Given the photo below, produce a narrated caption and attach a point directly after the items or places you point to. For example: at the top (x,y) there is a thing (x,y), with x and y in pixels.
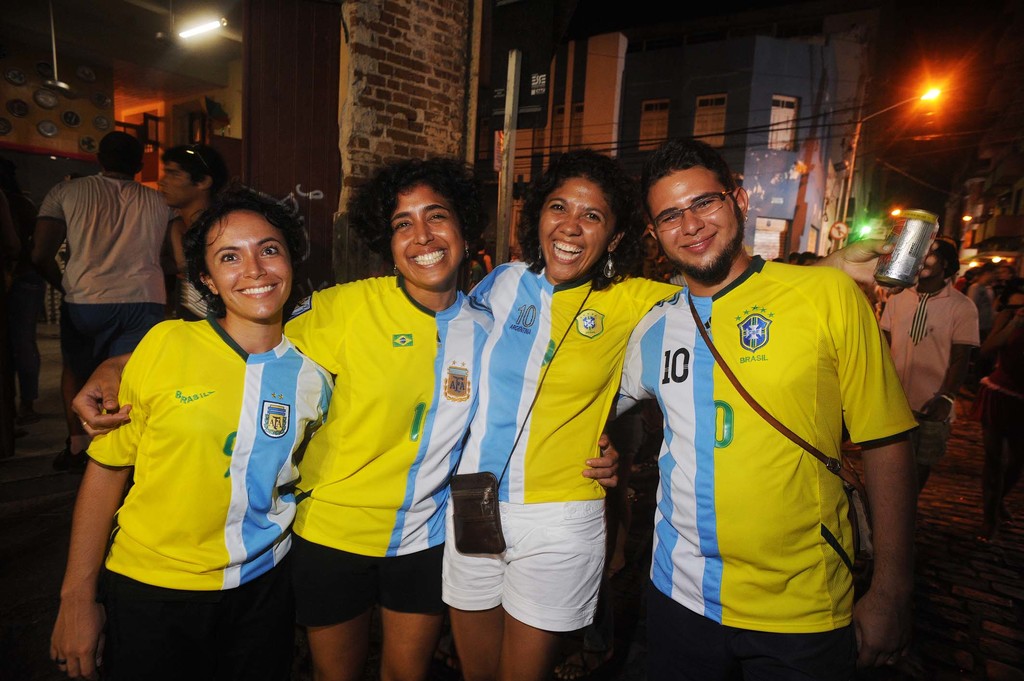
In this image we can see a group of four people (768,521) are standing and laughing, I think they are giving a pose to a photograph. On the top right side of the image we can see two persons (942,294). On the top left of the image (167,201) we can see two men (125,214) are standing. On the top of the image (611,63) we can see some buildings (731,120).
